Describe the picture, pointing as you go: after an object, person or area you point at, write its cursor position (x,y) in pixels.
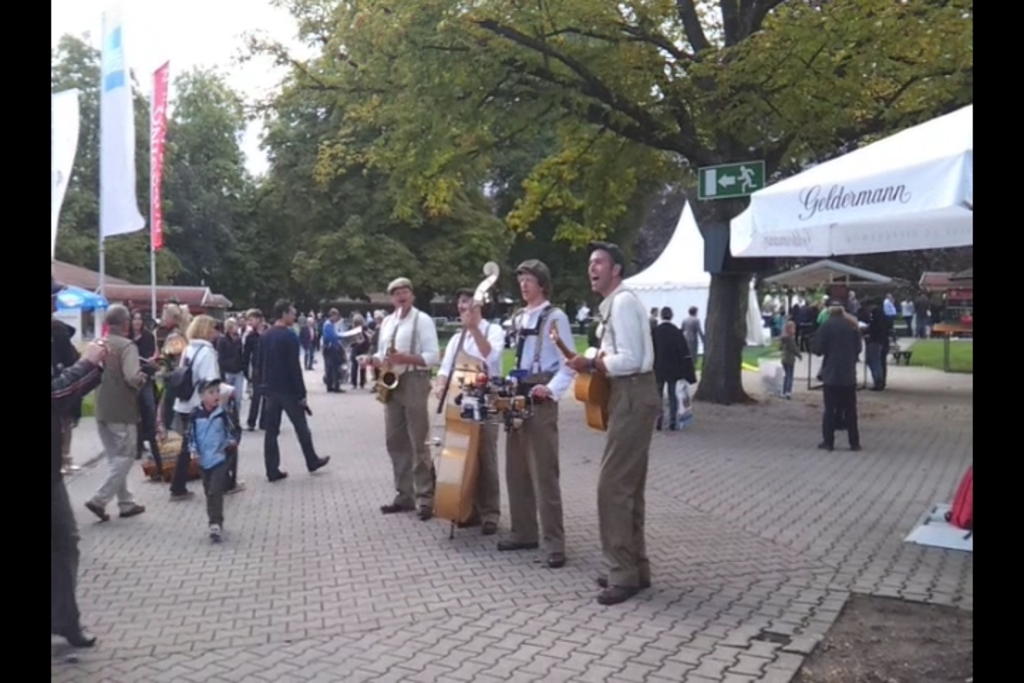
This image is clicked on the road (419,552). There are many people (197,448) walking on the road (366,531). In the center (473,327) there are four musicians (410,331) standing and playing music instruments (479,386). To the left there are flags (112,164) to a pole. To the right (878,209) there are shades (835,203) and tents (793,218). There is a sign board (724,179) to the tree (723,159). In the background (603,138) there are trees (456,89). At the top (293,31) there is the sky (211,36).
